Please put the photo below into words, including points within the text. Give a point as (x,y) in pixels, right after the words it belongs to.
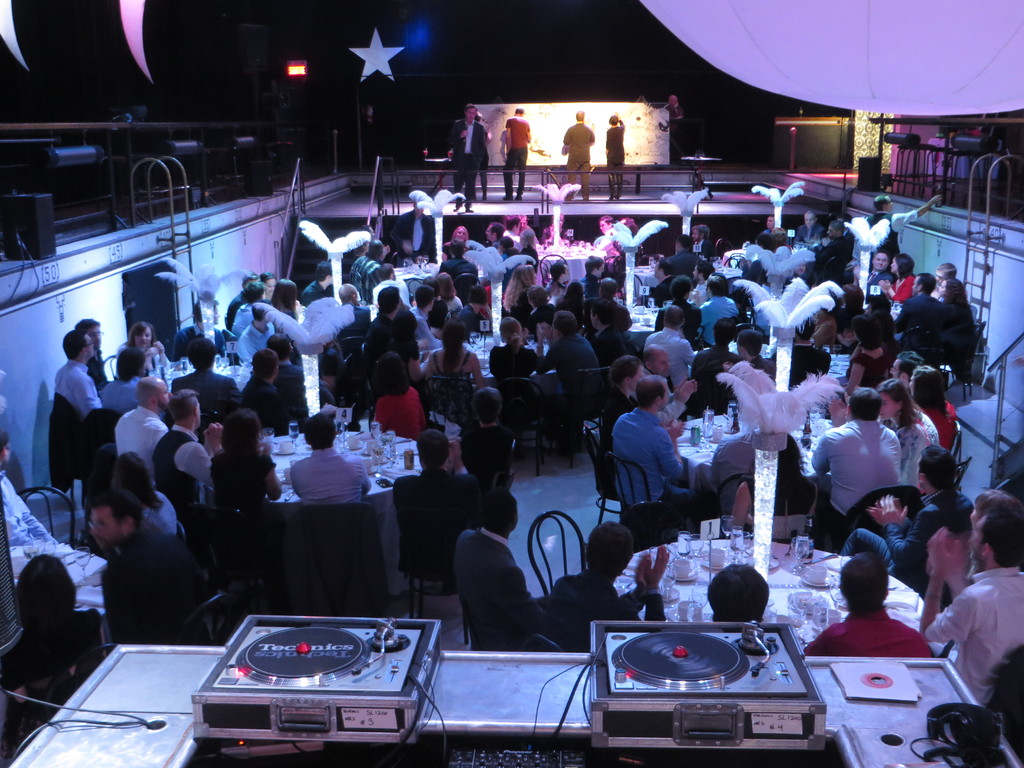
In this image there are group of persons (522,224) sitting on the chairs (537,454), there are tables (281,459), there are objects (797,416) on the tables (803,574), there are five persons (474,150) standing on the stage (572,212), there is a board (659,158) on the stage (660,185), there is the wall (598,176), there is a star (378,52), there is a light (302,64), there are objects (800,95) towards the top of the image (871,52), there is an electronic device (425,676) that looks like a DJ controller (622,694).
